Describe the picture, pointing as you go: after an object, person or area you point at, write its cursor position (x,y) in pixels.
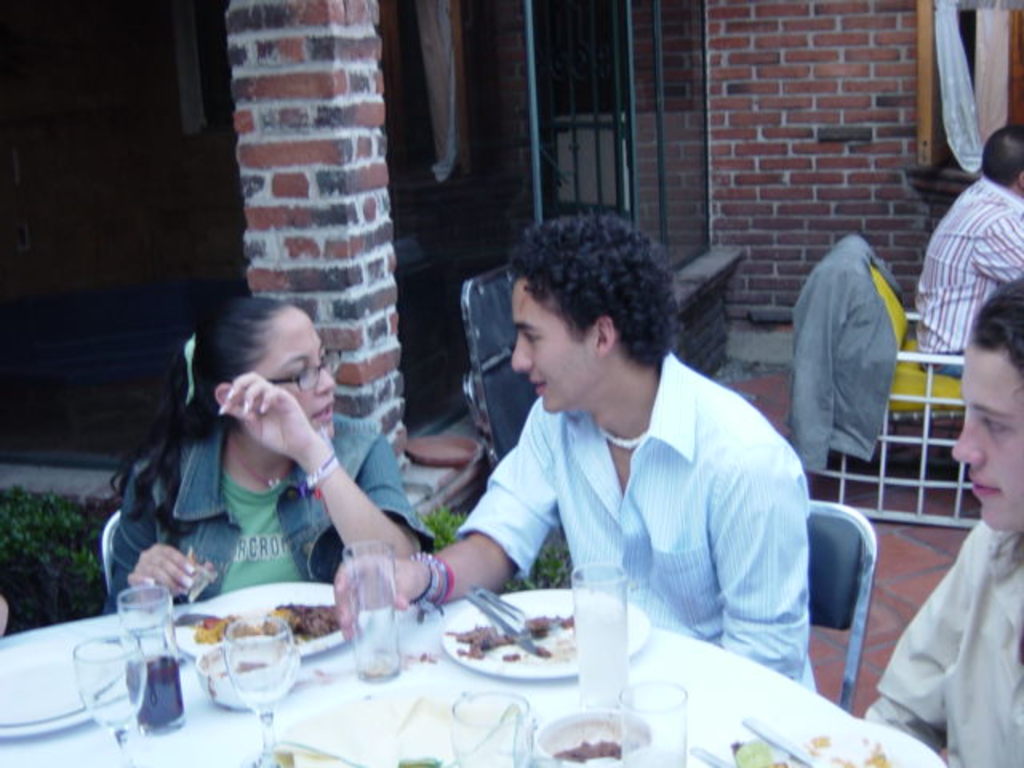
people (924,648) are sitting on chairs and having food (500,638). in front of them there is a table (249,727) on which there are glasses (587,681), plates (514,663). behind him there is a building (428,128) of bricks (321,221).
